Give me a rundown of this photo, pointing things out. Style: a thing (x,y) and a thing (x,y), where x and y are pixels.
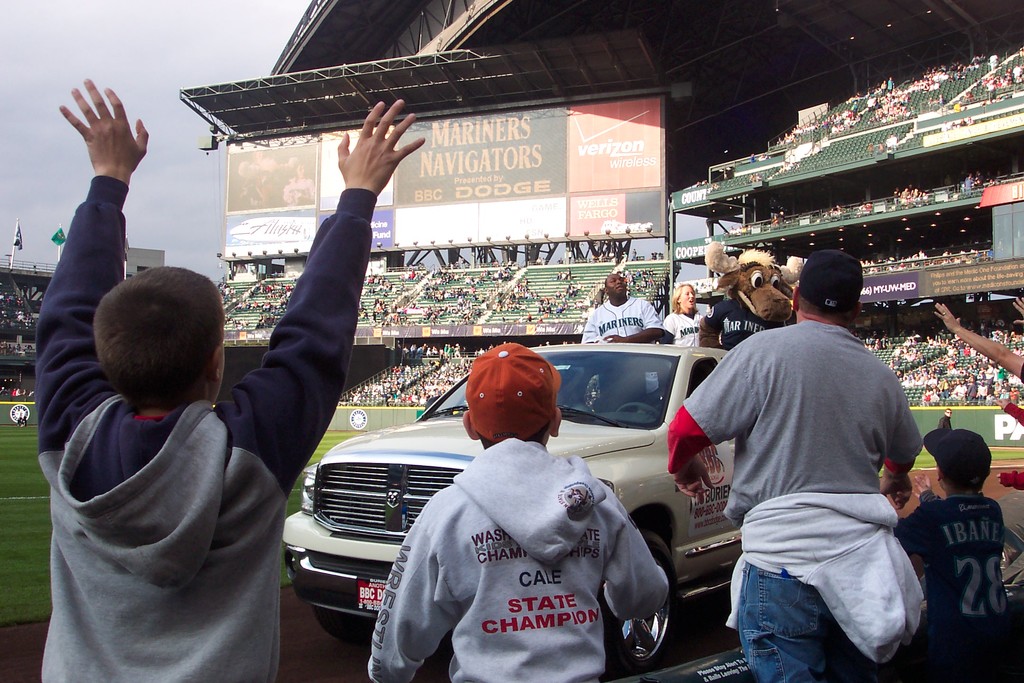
In this picture we can see a group of small boys (550,568) in front of the image looking to the brown moose mascot (704,316) standing on the white pickup truck (413,497). Behind we can see the stadium audience crowd (917,193), Big advertisement banner (609,121) and above we can see the iron shed frame (561,87).
